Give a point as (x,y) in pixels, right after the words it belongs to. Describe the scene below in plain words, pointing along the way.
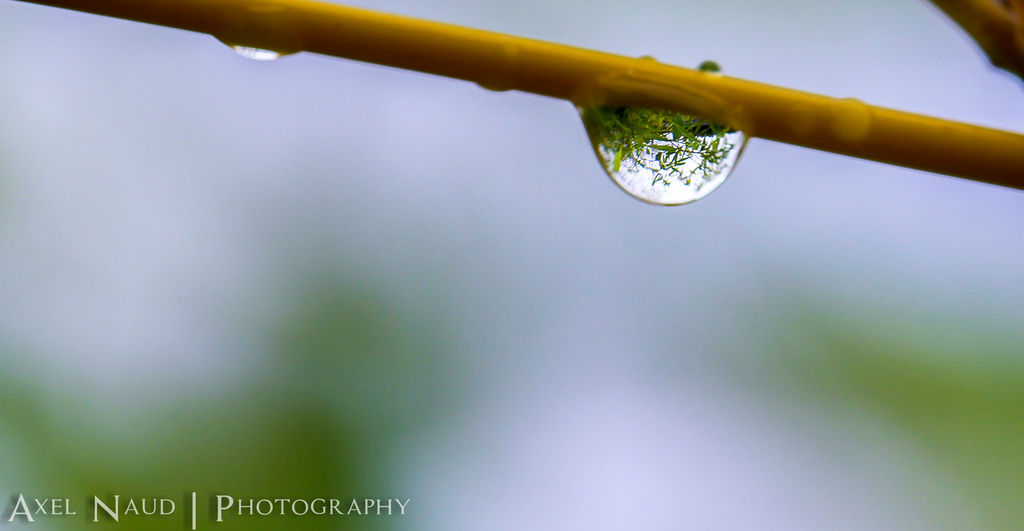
In this picture we can see a branch (829,125) of a plant (691,109) and water droplets (654,141), there is a blurry background (326,215), we can see some text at the bottom (237,501).
